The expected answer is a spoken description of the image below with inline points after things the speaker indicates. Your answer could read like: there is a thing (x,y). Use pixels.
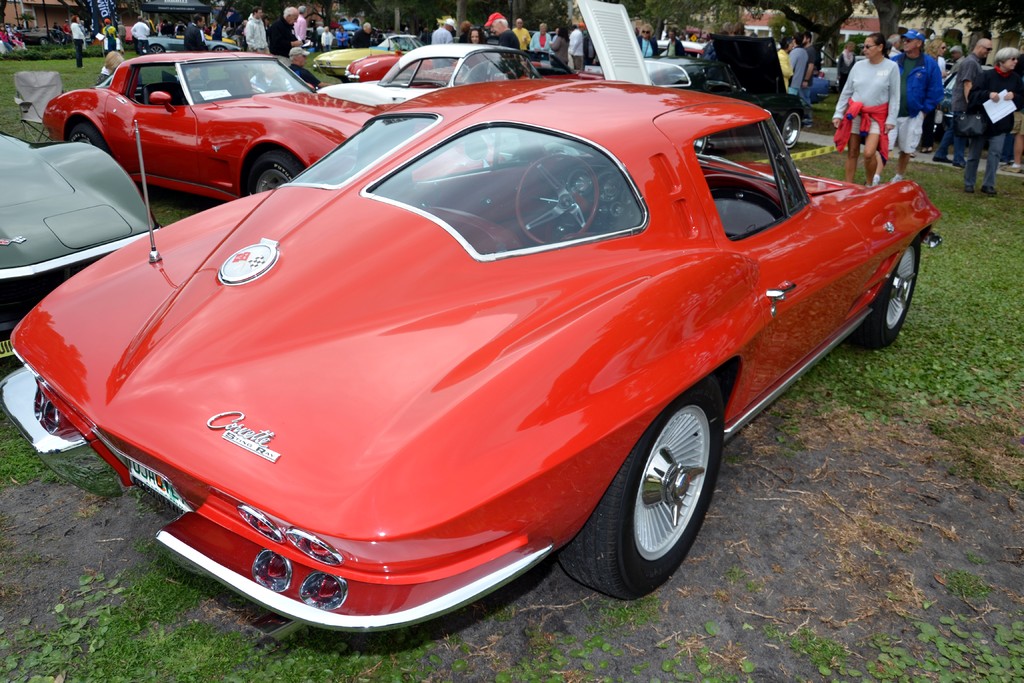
In this image we can see many vehicles (587,14). There are many trees (884,15) and buildings (861,31) in the image. There is a grassy land (885,416) in the image. There are many people (214,20) in the image.
